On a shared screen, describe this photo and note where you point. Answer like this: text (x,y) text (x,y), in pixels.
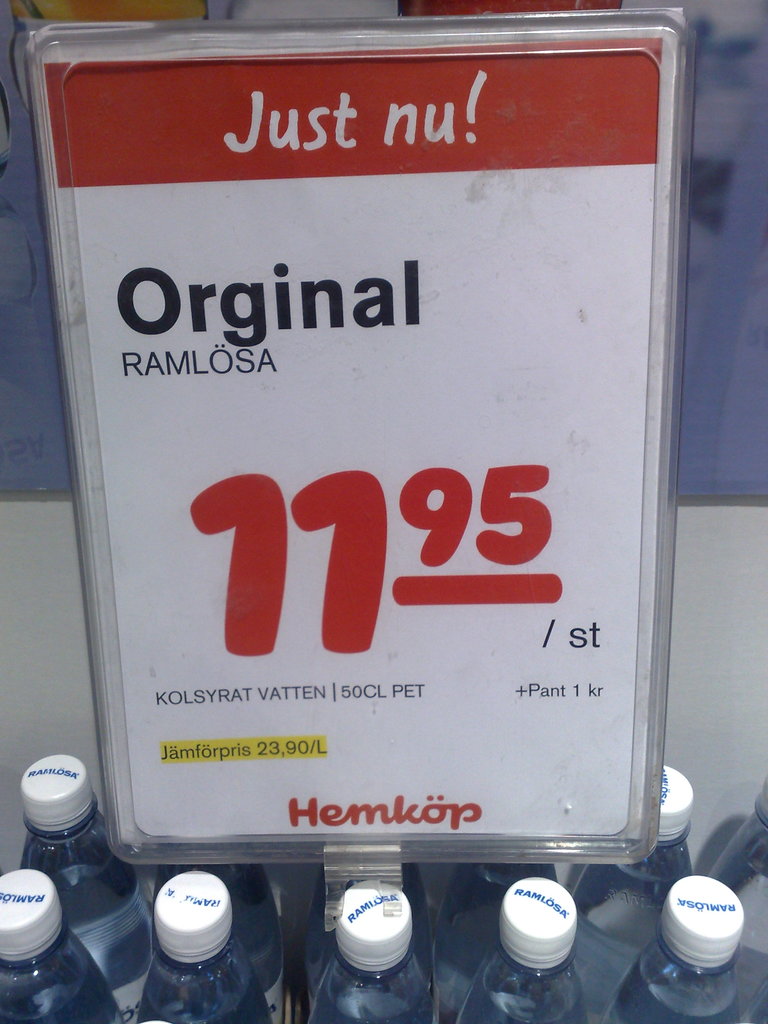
Here we can see a group (512,1000) of bottles (689,962) present and above that we can see price card (88,223) present.
